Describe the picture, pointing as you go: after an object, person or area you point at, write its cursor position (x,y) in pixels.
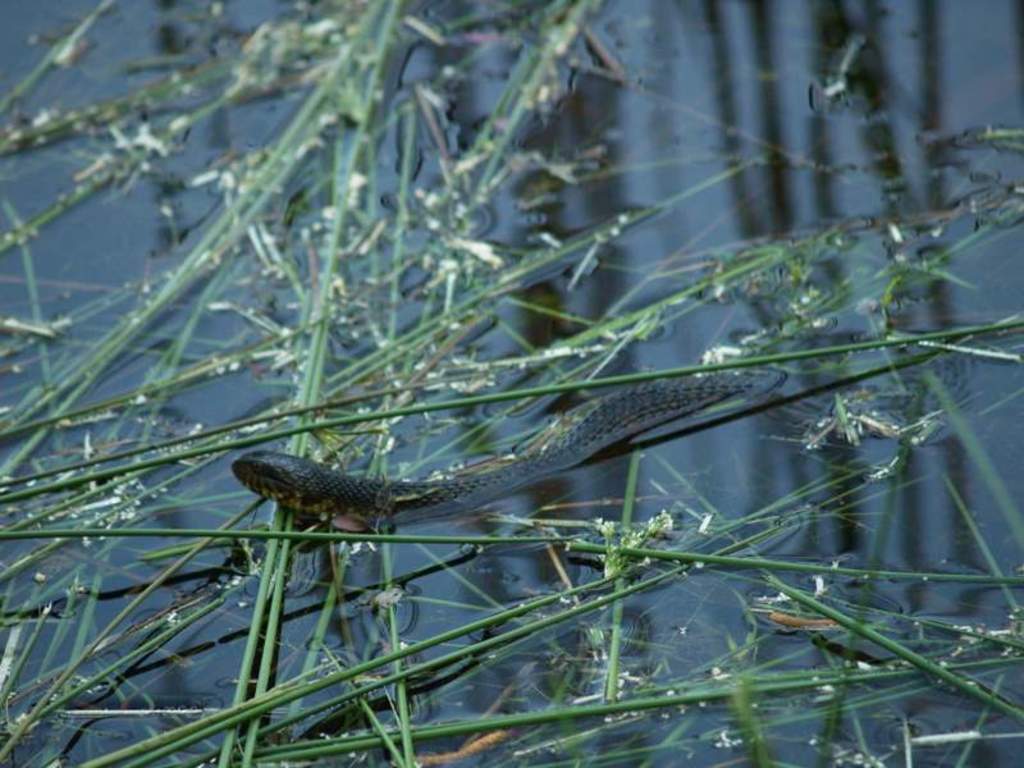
In this picture I can observe snake (364,490) in the water (235,487) in the middle of the picture (681,392). I can observe some grass (296,131) floating on the water (437,63).
